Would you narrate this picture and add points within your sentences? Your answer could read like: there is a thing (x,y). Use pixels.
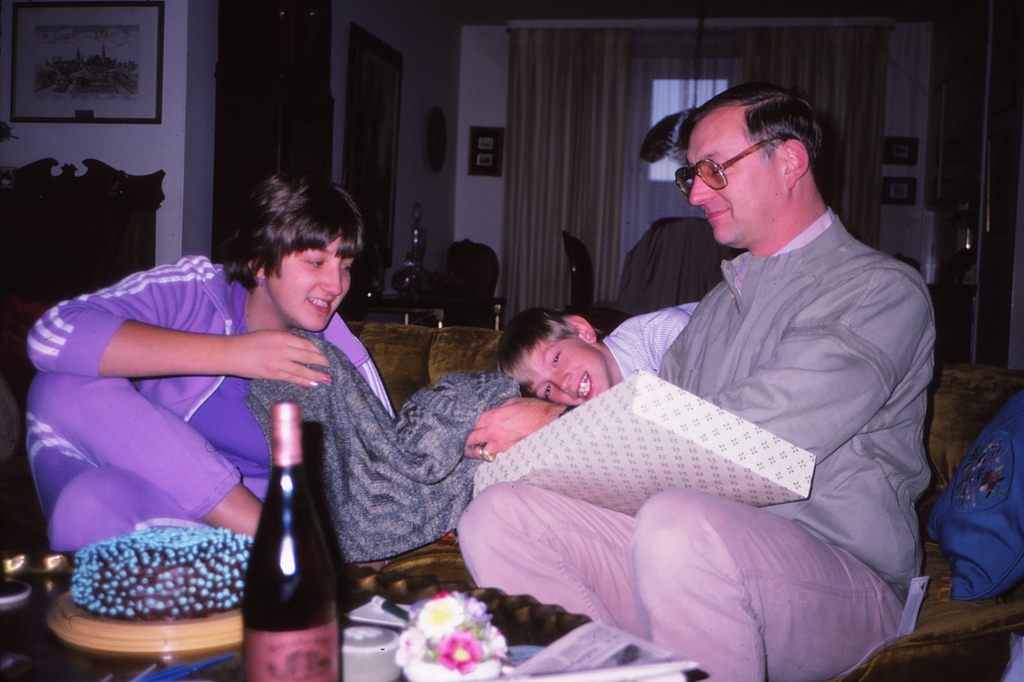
In this image I can see people (522,357) sitting on sofa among them this man (680,498) is holding a box (698,476) which is white in color. Here I can see a bottle (276,560) some other objects (416,618). In the background (397,110) I can see photos (52,113) and other objects (385,101) attached to the wall (173,147) and curtains (619,180).
